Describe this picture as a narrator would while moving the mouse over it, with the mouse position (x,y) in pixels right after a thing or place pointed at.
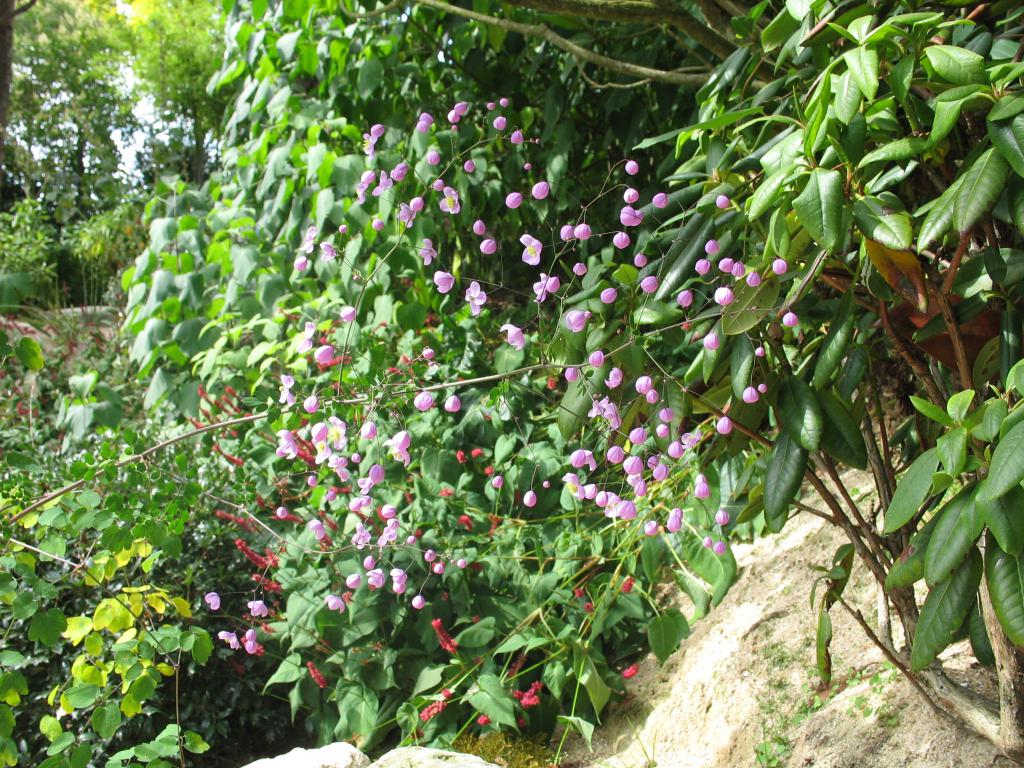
In this image we can see many trees (264,193) and plants (703,226). There are many flowers (573,489) to the plants (558,321).
